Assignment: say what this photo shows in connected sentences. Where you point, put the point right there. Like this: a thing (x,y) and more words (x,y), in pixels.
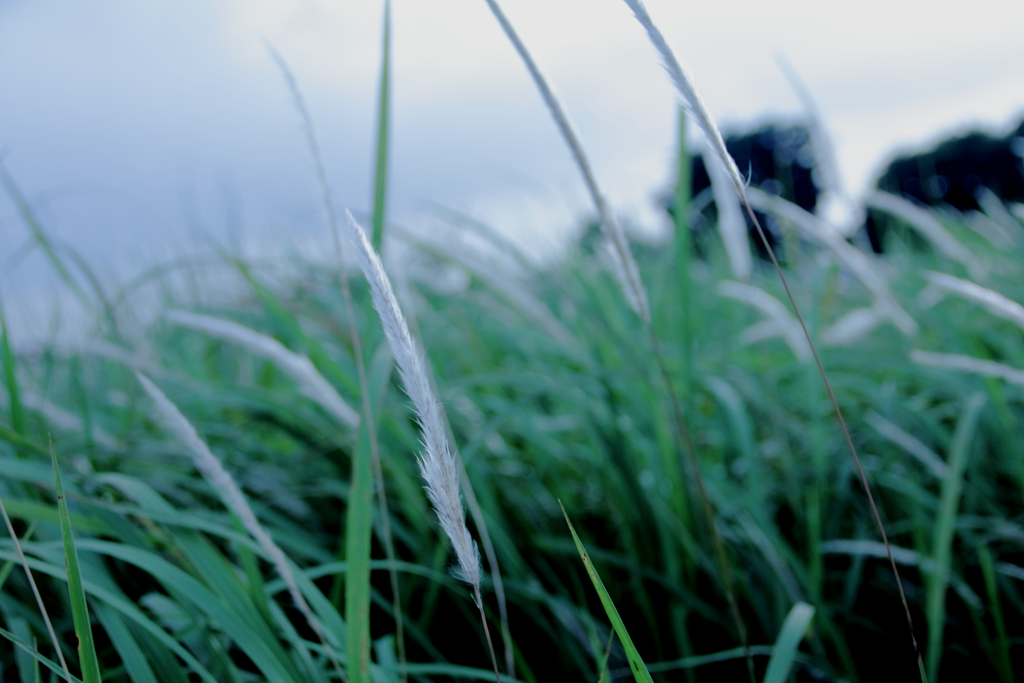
This image consists of green grass (473,299). At the top (469,90), there is a sky (527,84).
